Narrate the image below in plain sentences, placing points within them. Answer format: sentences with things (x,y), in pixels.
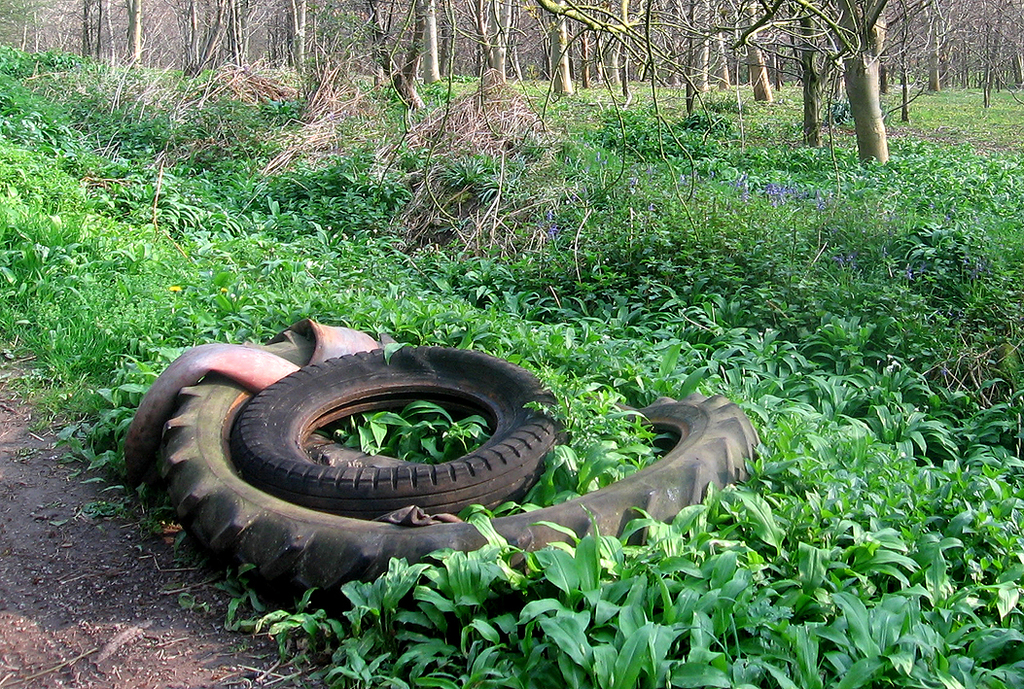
In the background (447,12) we can see the branches (59,15). In this picture we can see plants (946,499). At the bottom portion of the picture (51,541) we can see tyres (191,410) and ground (65,604).
